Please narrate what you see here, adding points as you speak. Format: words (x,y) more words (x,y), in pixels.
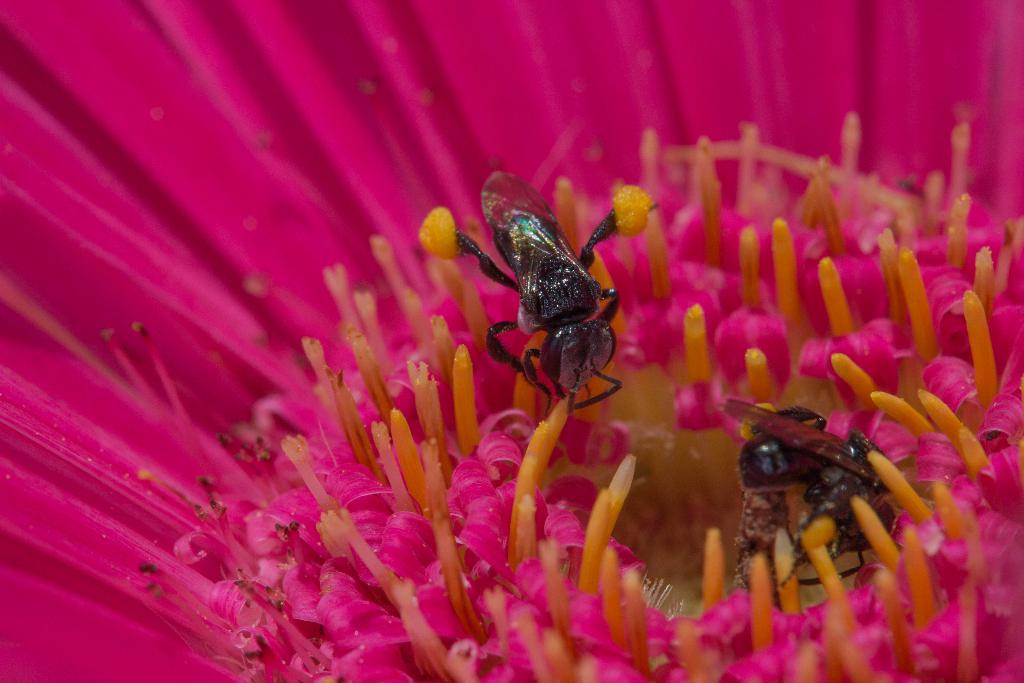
In this image we can see a flower (343,294) which is in pink color and flies (577,276) on it.
